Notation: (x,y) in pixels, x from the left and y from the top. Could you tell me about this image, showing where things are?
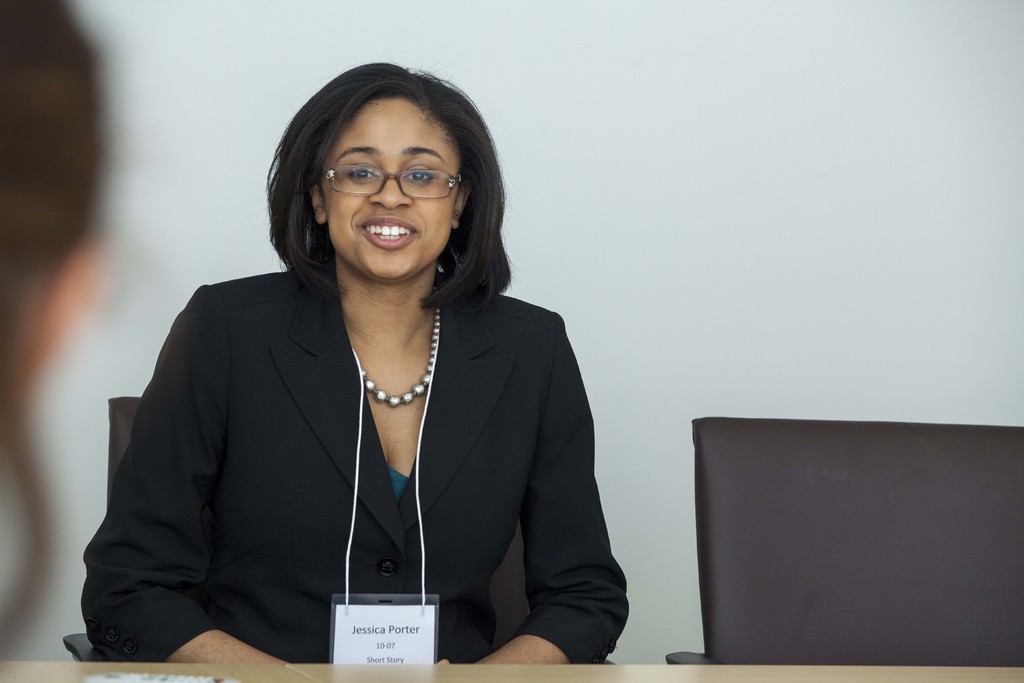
Here, we can see a woman (184,462) sitting on the chair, she is wearing a black color coat (273,486) and she is wearing specs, at the right side (795,541) there is a black color empty chair (800,527), in the background (739,342) there is a white color wall (633,143).
